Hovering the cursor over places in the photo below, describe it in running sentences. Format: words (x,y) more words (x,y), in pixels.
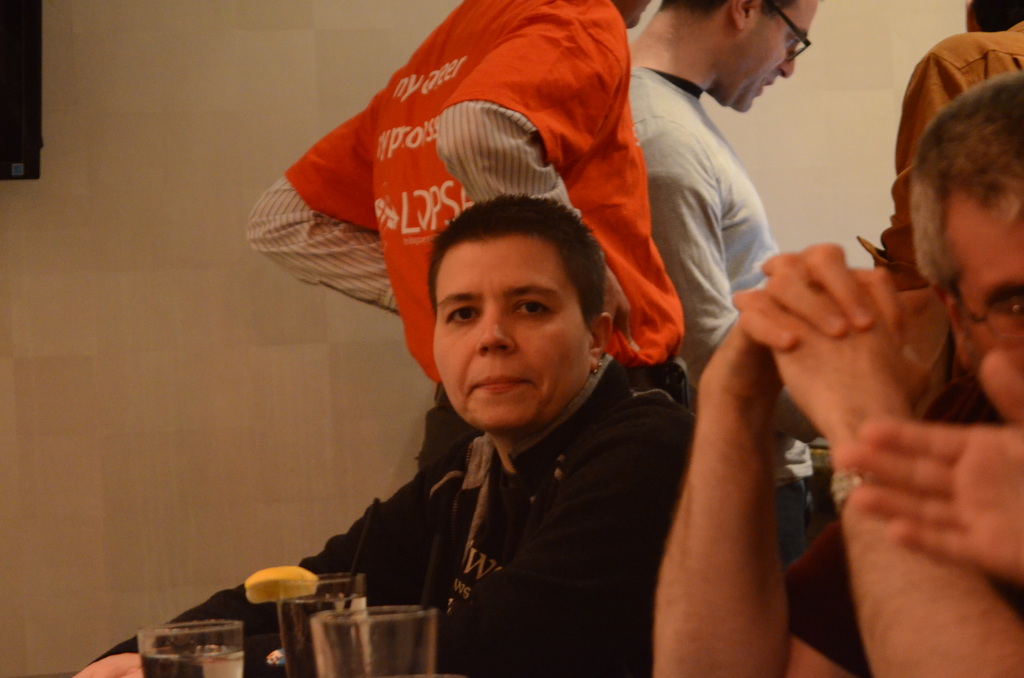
On the left side (286,659) at the bottom (303,670) we can see glasses (320,677) with liquids (316,667) in it and there is a lemon slice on a glass (336,608) and we can see two persons (513,546) are sitting. In the background (687,219) we can see few persons (646,268) are standing and there is an object (5,135) on the wall (381,63).
